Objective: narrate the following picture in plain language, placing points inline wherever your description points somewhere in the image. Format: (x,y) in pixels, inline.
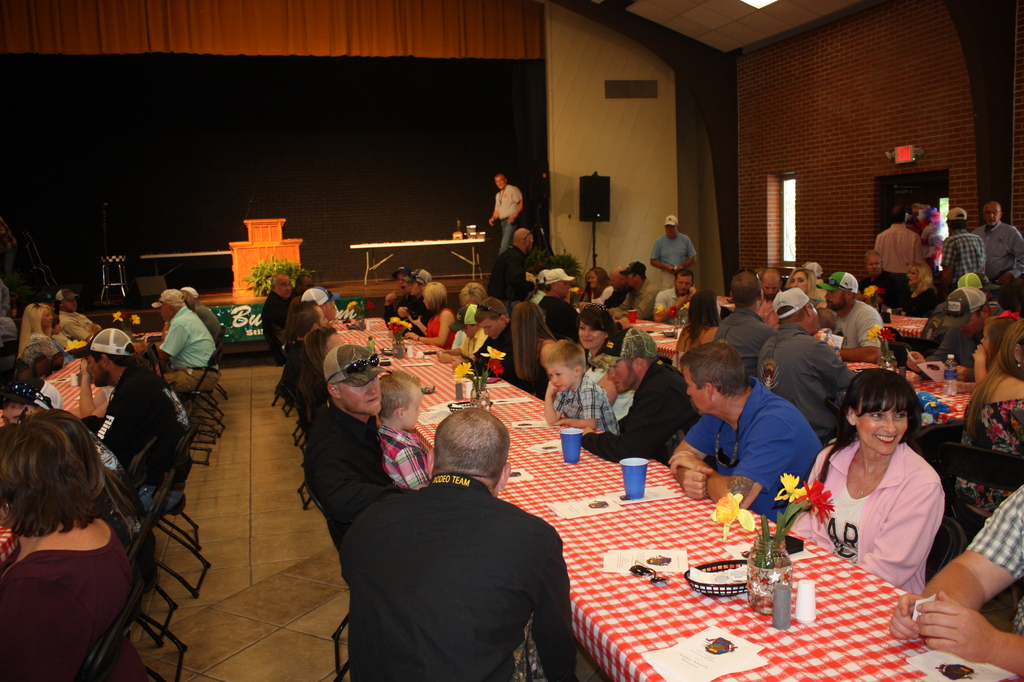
There are group of people (402,393) sitting in chairs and there is a table (609,493) in front of them and the table (636,516) consists of a cup (634,481), paper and a flower vase (763,566) and the background (383,149) is black in color.
